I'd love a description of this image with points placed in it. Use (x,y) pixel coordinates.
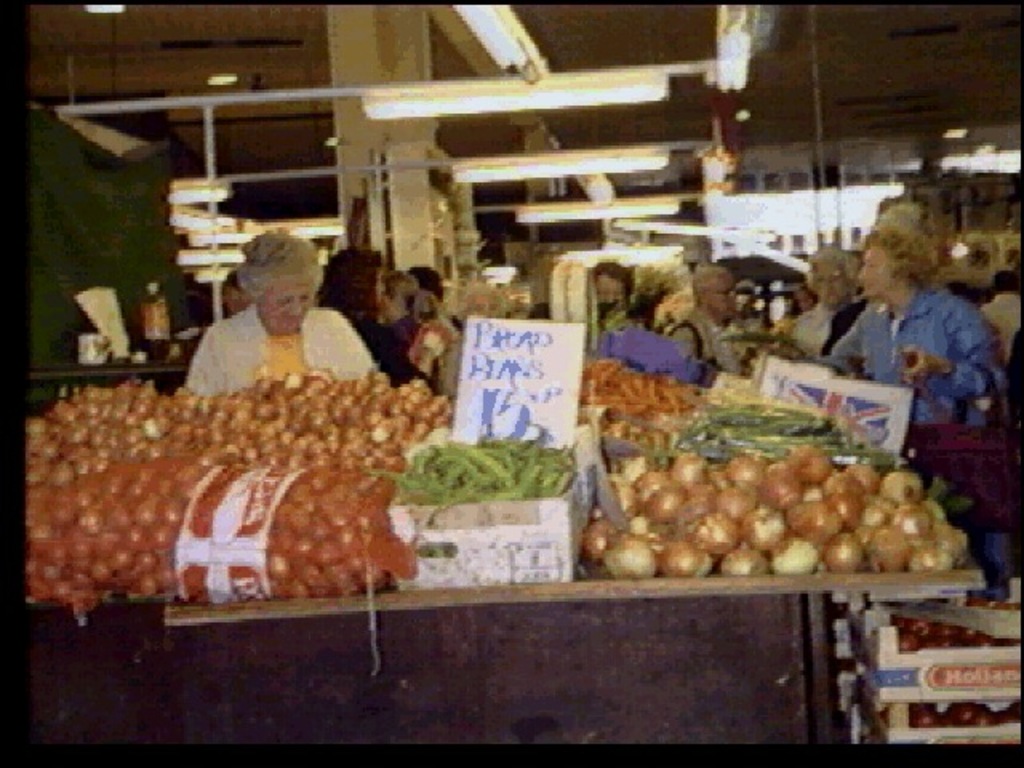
In the picture I can see people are standing. I can also see vegetables (475,476), boards (464,408), lights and some other objects (528,513).
